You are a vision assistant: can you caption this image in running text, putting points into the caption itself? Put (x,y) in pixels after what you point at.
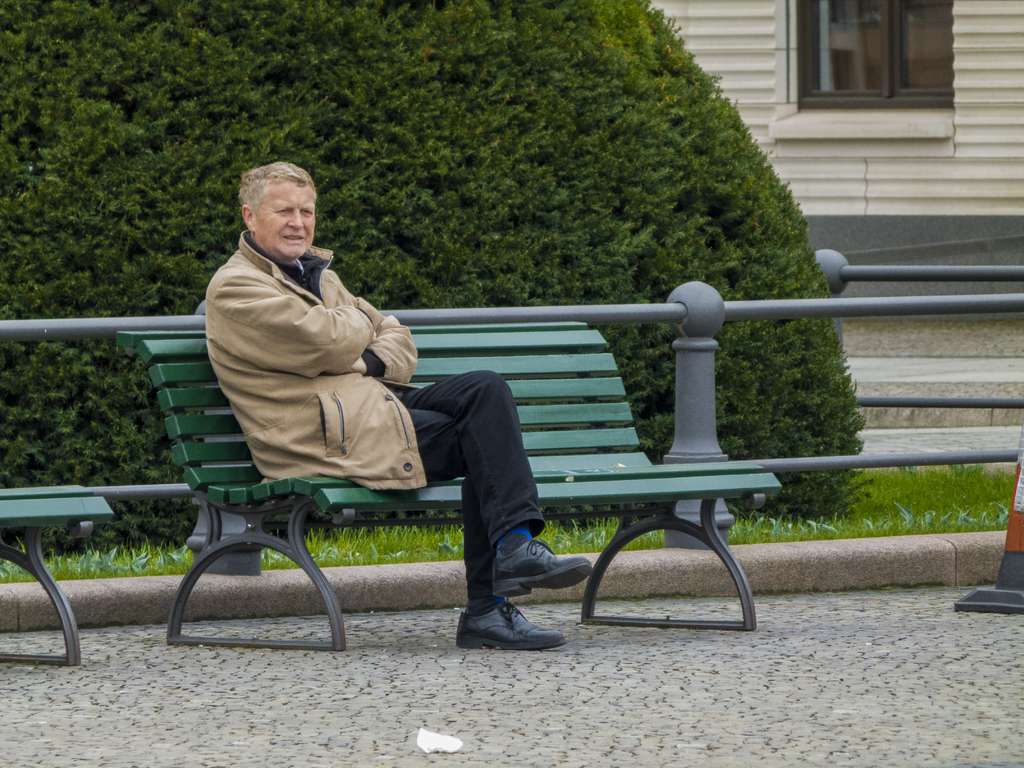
In this image in the middle (505,504) there is a person (317,365) sitting on bench (175,388), back side of bench (152,368) there is a bush (564,117), wall (708,47), window (826,89), fence (1009,456), on the right side (1020,593) there is a stopper (1009,600), on the left side (27,494) there is a bench (27,503).
